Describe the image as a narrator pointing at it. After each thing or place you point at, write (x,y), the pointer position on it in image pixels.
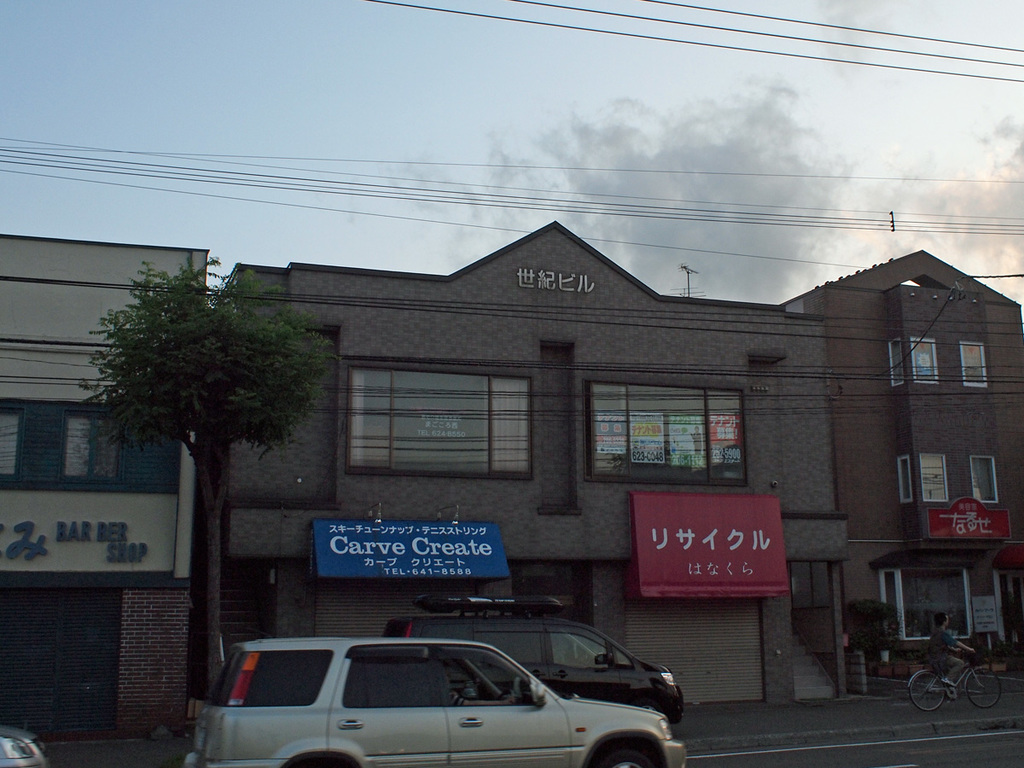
As we can see in the image there are buildings (524,441), cars (383,690), banners (764,517), tree (216,453), a person (944,625) riding bicycle (947,682), windows (675,456), sky (648,139) and clouds (752,198).
